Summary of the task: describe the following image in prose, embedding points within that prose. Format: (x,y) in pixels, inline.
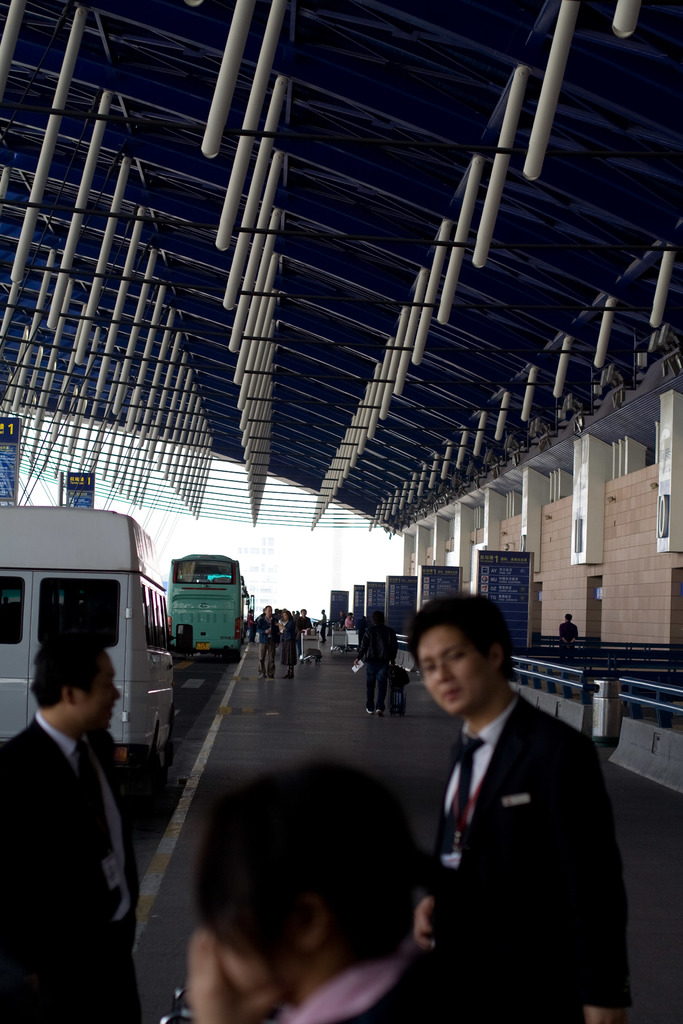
In this picture there are people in the center of the image (258,641) and there are other people (251,868) at the bottom side of the image (45,898), there are vehicles (42,576) on the left side of the image (43,566) and there is a boundary (642,677) and posters (438,590) on the right side of the image (664,705), there is a roof (314,233) at the top side of the image (304,166).
